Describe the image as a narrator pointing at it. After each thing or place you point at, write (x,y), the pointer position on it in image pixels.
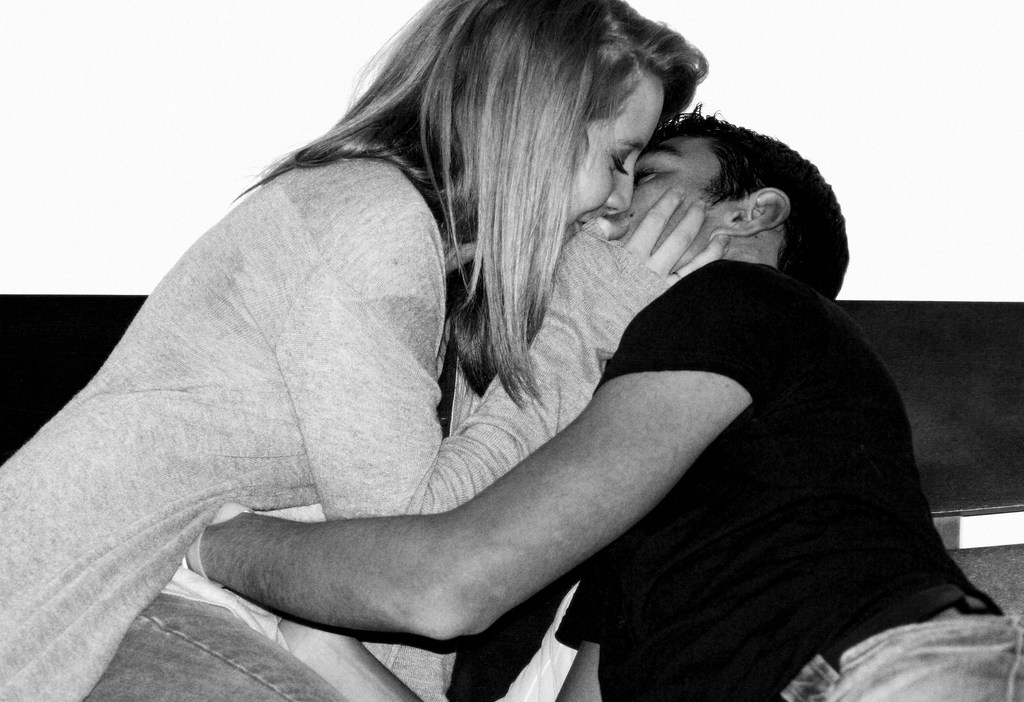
In this image I can see two people (518,481) with the dresses (475,431). And this is a black and white image.
